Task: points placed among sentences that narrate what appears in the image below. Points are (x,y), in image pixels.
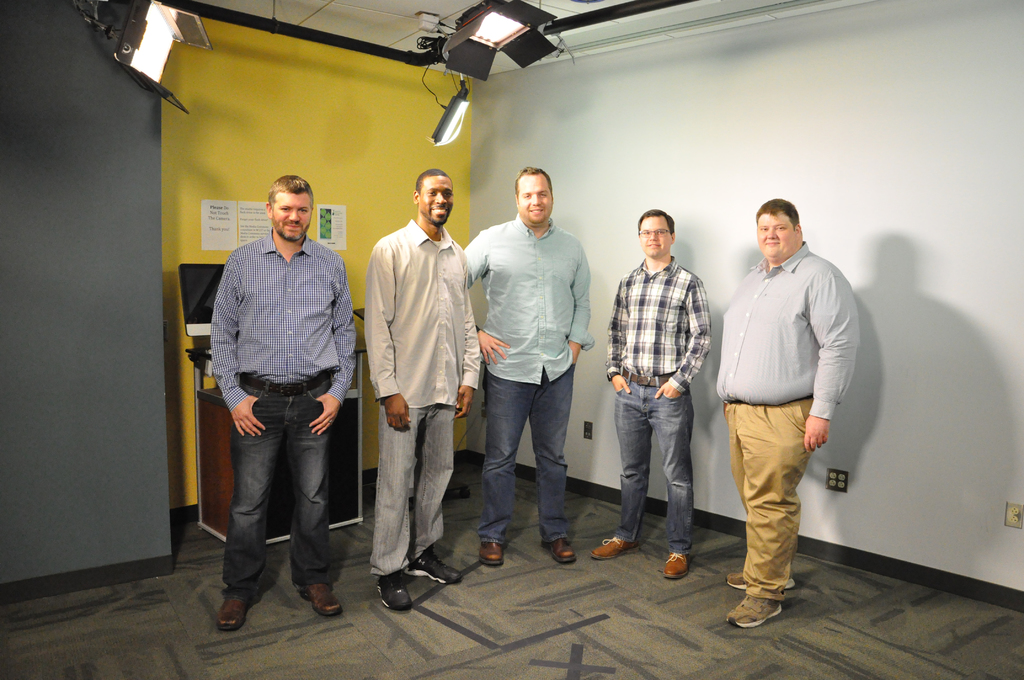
In this image we can see a group of people (825,306) standing on the floor (560,626). In the background (207,314), we can see a screen (197,300) placed on the table (221,480), a group of papers (244,244) on the wall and some lights (516,28).
